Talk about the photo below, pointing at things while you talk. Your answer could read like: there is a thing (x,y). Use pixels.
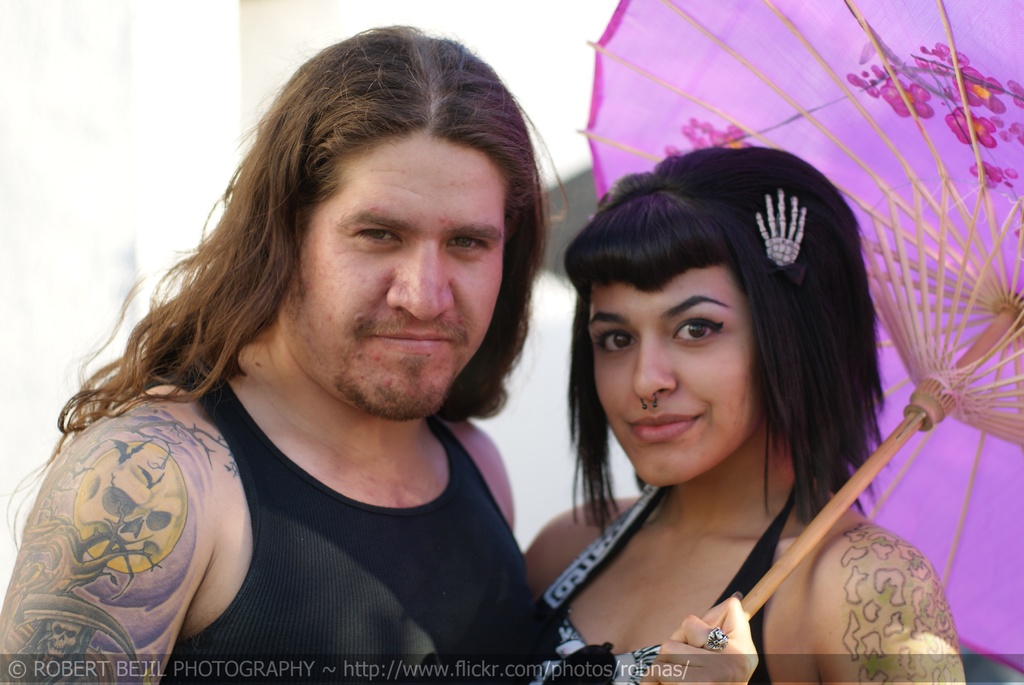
In the picture I can see two people (438,601), among them a woman (816,510) is holding an umbrella (835,135).
